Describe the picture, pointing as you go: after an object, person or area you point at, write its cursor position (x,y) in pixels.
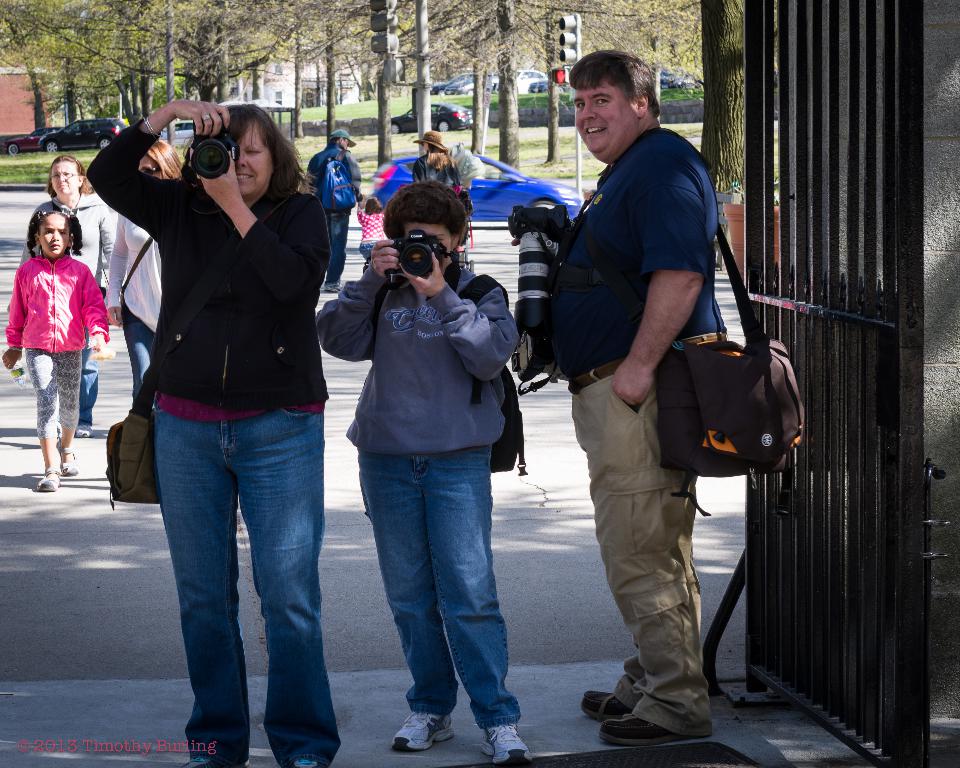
This image consists of three persons (629,443) holding camera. To the left (199,390), the woman (201,416) wearing black jacket (204,338) is holding a camera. Beside her there is a boy (477,345) and a man (652,383). In the background (53,406), there are many people (99,276) walking. At the bottom (71,628), there is road (112,596). To the right (891,349), there is a gate (884,508).
